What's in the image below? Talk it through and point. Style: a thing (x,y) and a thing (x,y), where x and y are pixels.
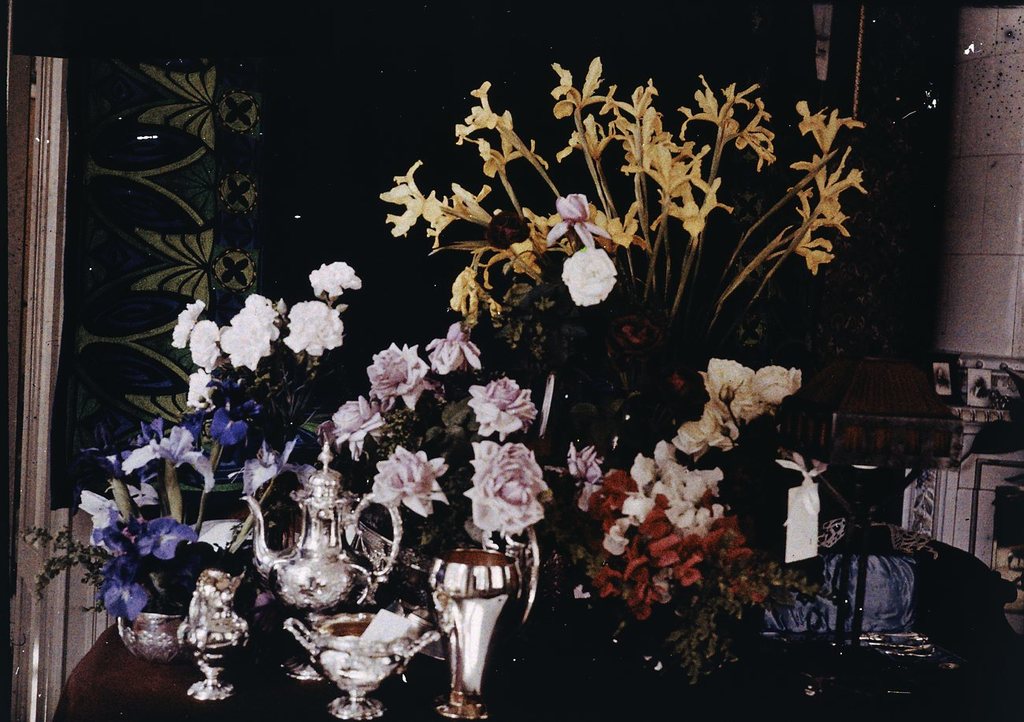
In this image we can see some flowers (424,382), plants (724,560), tea kettle (333,542) and some glasses (454,654) on the table (505,668).
